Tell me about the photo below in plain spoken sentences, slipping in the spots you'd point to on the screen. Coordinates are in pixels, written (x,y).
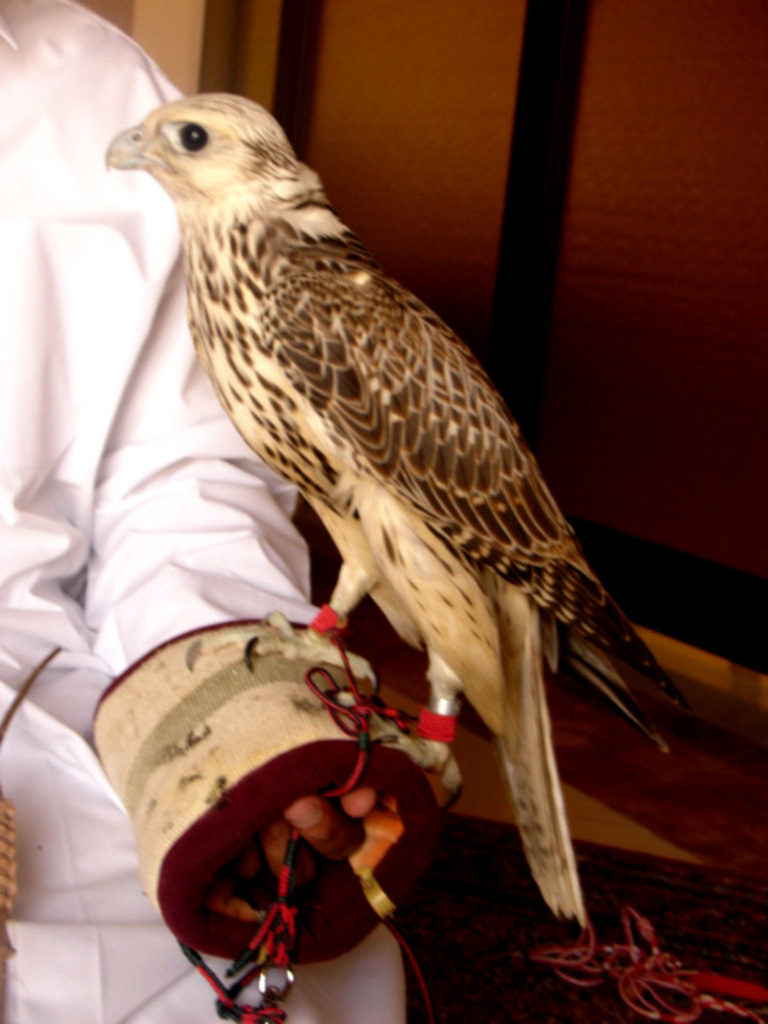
In this picture I can see there is a falcon (422,514) sitting on the hand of a man (108,375) and in the backdrop (697,405) there is a wall (454,114).
